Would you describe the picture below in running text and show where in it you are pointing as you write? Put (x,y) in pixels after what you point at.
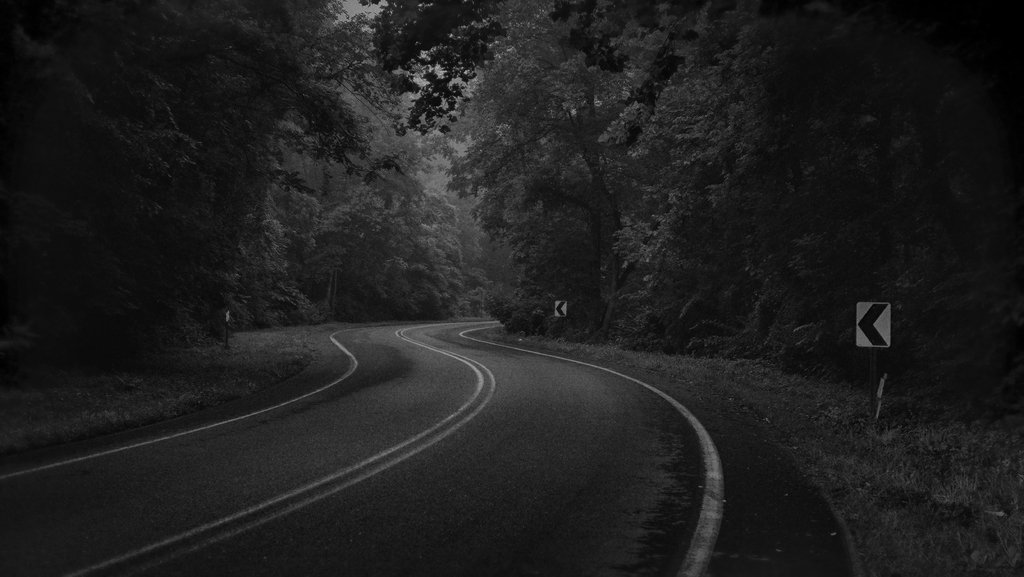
This is a black and white image. In this image we can see trees (494,130), sign boards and road (455,393).
